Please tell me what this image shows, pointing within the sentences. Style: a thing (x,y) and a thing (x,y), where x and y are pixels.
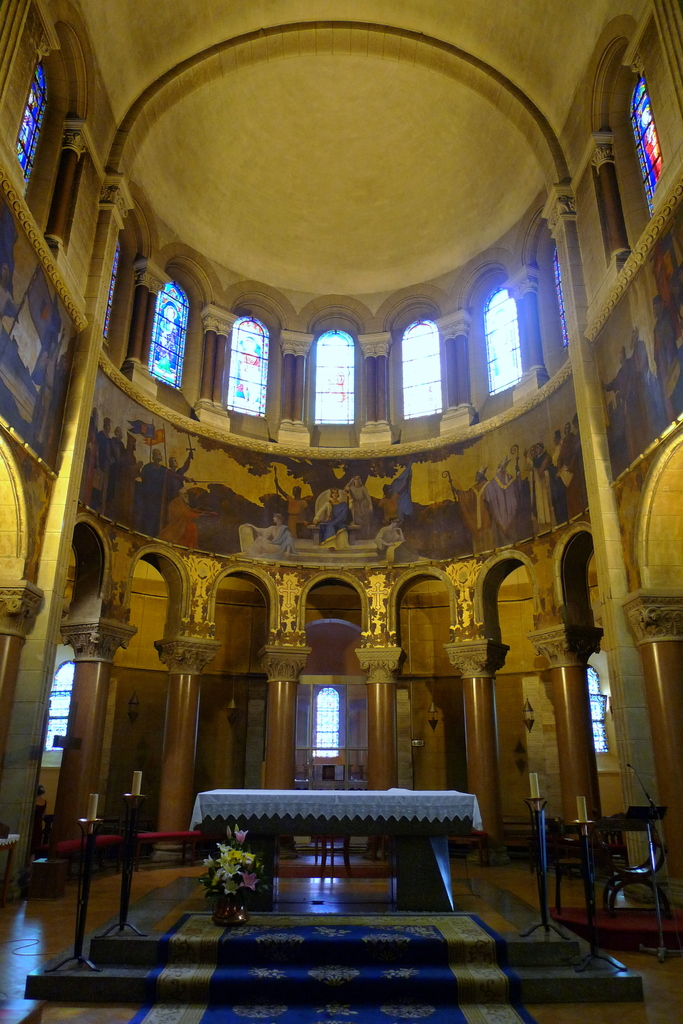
In this image I can see the inside view of a building (12,491). There is a table (263,858), carpet (243,980) and a flower vase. There are pillars (193,742), windows (48,746), iron stands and there are some other objects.
